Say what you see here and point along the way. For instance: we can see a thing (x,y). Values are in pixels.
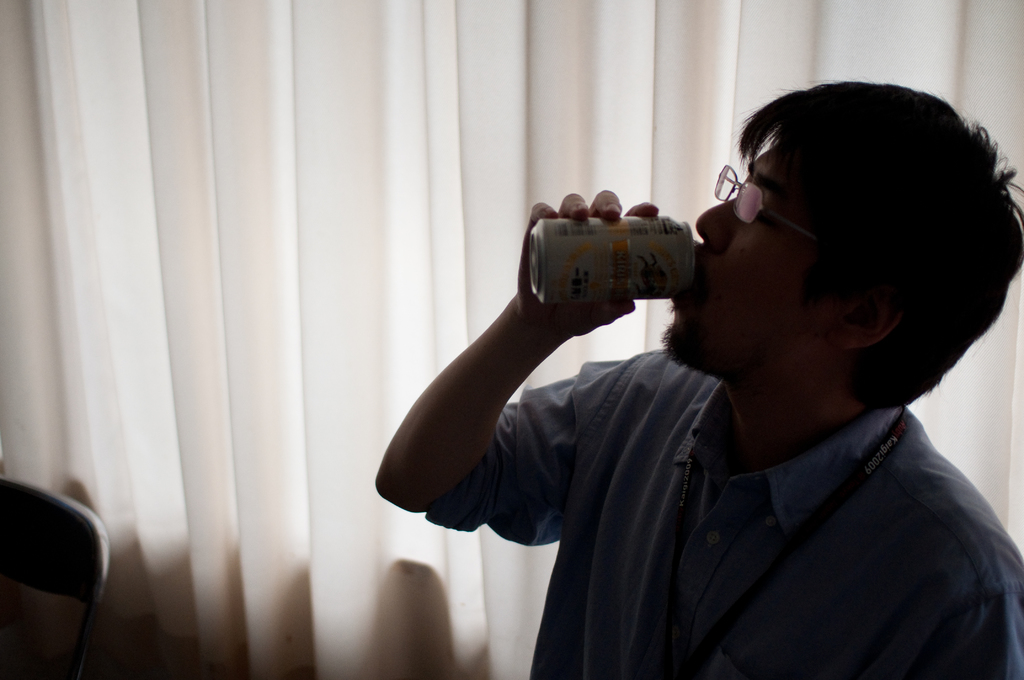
On the right side of the image (742,434) we can see a person (727,668) holding a tin (612,297). At the bottom left corner (88,585) there is a chair (82,567). In the background (210,310) there is a curtain (344,150).
